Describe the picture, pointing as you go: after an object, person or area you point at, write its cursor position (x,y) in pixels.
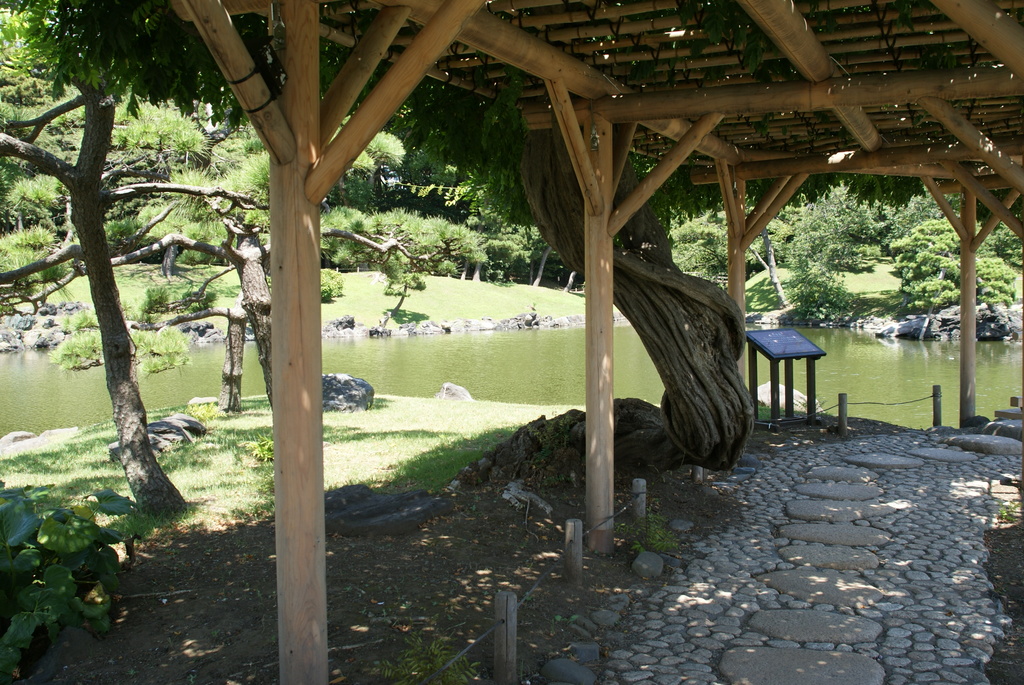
In this image in the foreground (717,162) there is a shelter (714,142). in the background (689,219) there are trees (690,254), stones (41,333), water body (481,359). Here there is a table (783,356).
